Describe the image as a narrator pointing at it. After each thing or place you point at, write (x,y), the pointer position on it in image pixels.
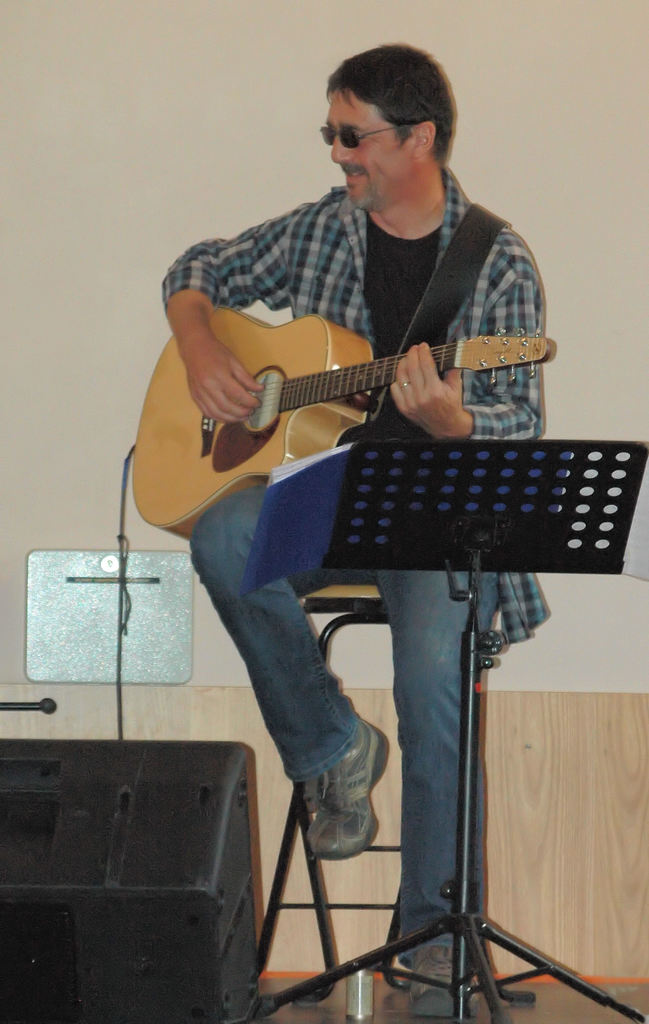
In this image I see a man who is sitting and holding a guitar (255,481), I can also see there is stand (386,451) in front of him. In the background (620,434) I see the wall (14,539).
